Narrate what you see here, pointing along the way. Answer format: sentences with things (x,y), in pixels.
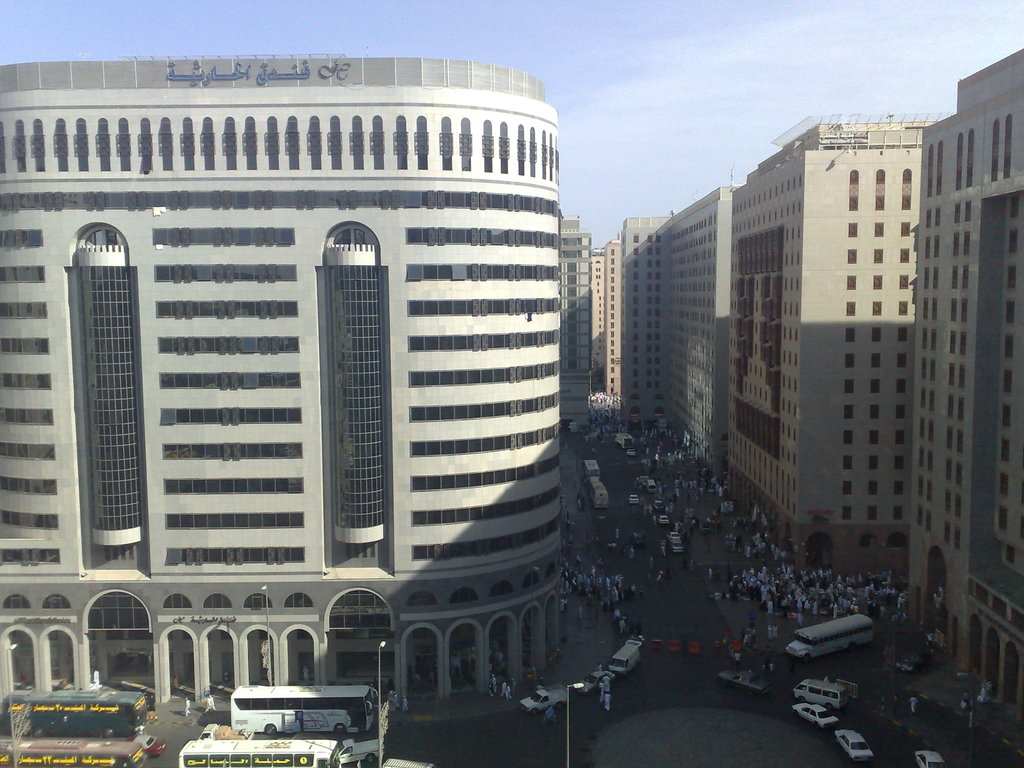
This is the picture of a city (469,393). In this image there are buildings (395,418). At the bottom (612,646) there are vehicles (831,692) and there are poles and there are group of people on the road (648,551). At the top (503,33) there is sky (757,37). There is a text (235,76) on the building (277,70).
